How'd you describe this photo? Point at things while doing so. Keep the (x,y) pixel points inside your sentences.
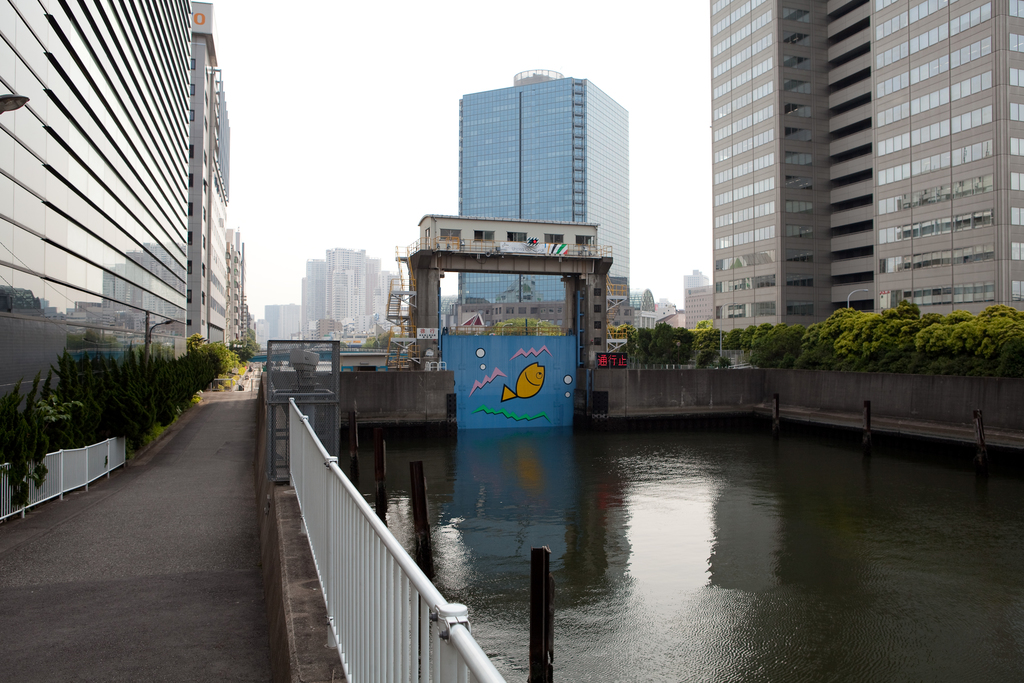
In this image I can see trees (818,327), buildings (522,195), plants (64,416), fence (375,569), poles (422,463) and the water (544,506). In the background (428,130) I can see the sky (400,98).
